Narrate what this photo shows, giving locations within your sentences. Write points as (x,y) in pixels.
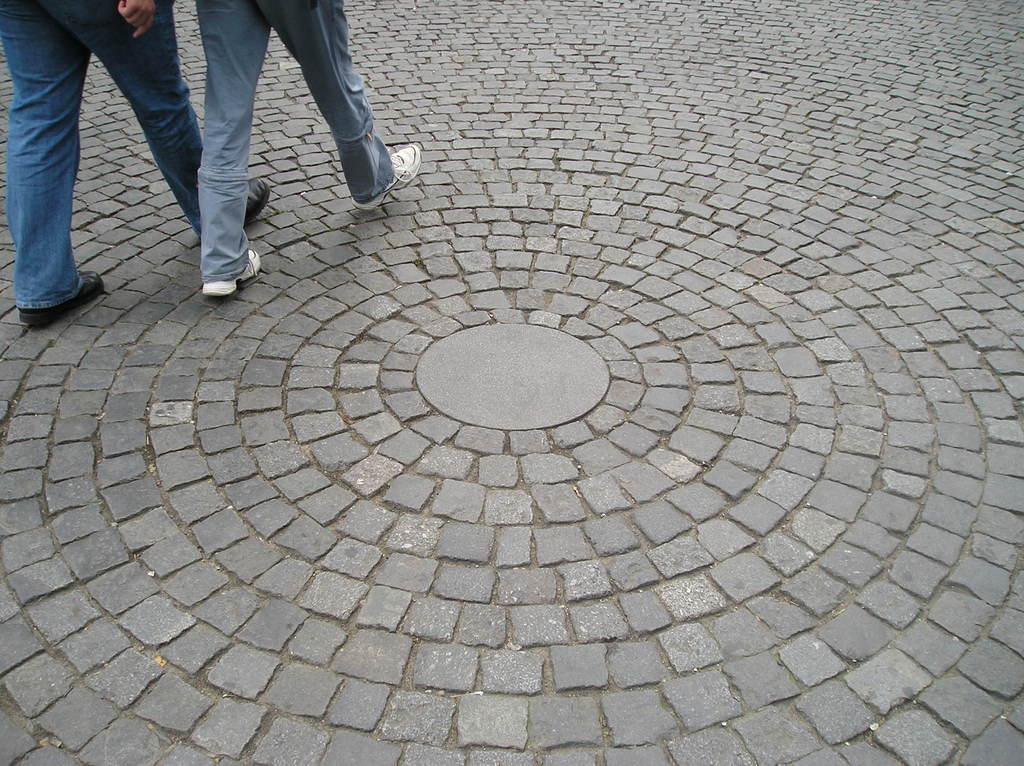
In this image I can see two people (179,157) are walking on the grey color surface (450,495).
